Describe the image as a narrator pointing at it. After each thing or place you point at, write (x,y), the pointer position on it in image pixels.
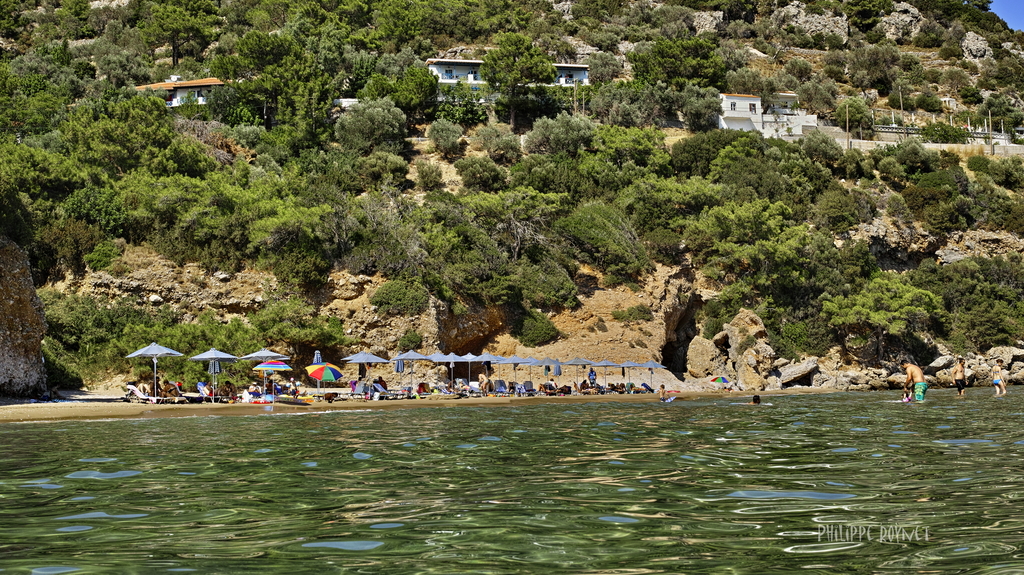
At the bottom of the image (387,422) there is water (735,401) and we can see people (754,402) in the water (746,417). There are parasols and we can see people (160,390). In the background (385,203) there are trees (157,170) and sheds (174,76).
